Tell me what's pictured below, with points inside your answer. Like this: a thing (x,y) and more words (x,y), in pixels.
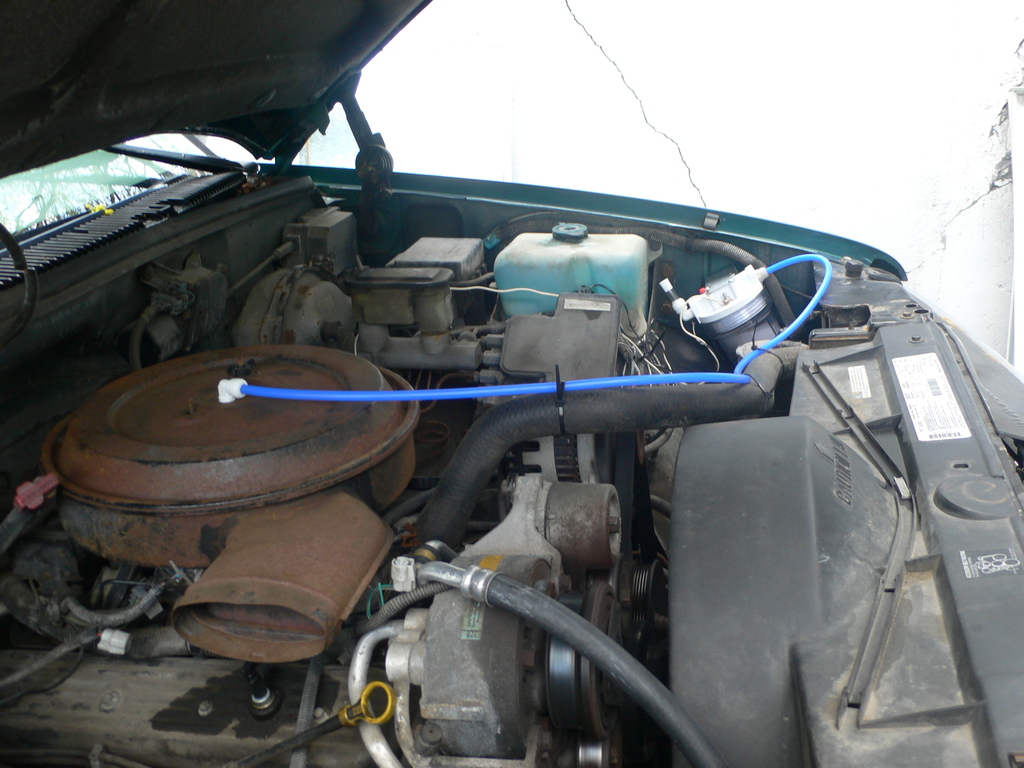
In this image I can see the engine (326,350) of the vehicle (328,407). And I can also see some black color and the blue color pipes (500,419) in it. To the right (711,138) I can see the white wall (528,103).
